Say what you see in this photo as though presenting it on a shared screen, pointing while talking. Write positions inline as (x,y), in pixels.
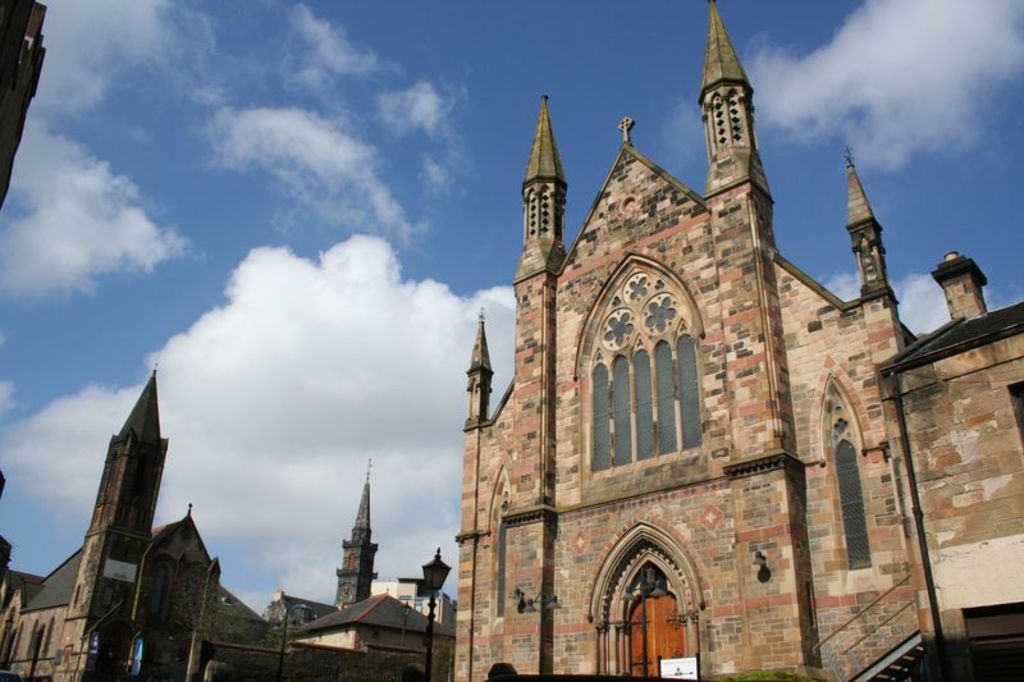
In this image, we can see buildings (52,595). There are clouds (788,125) in the sky (788,125).
